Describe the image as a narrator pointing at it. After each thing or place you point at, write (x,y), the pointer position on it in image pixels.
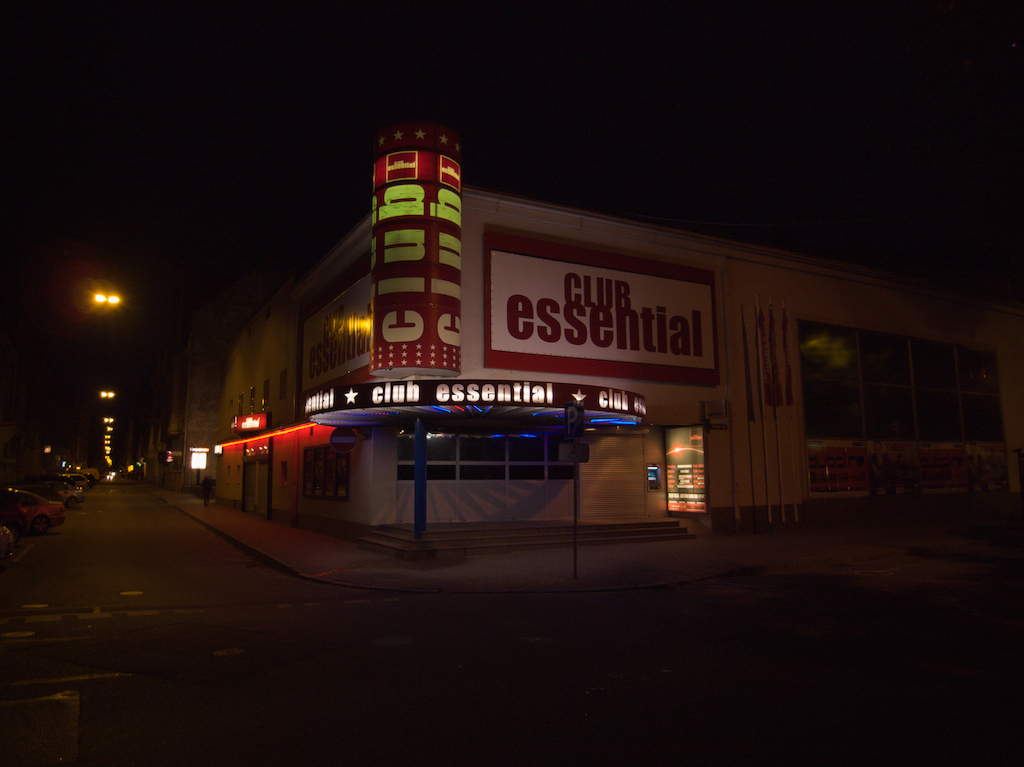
In the foreground (231,335) I can see a building (627,471), lights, doors (608,446), board (396,400) and fleets of cars (15,490) on the road (275,603). In the background (901,159) I can the sky (496,132). This image is taken during night.
